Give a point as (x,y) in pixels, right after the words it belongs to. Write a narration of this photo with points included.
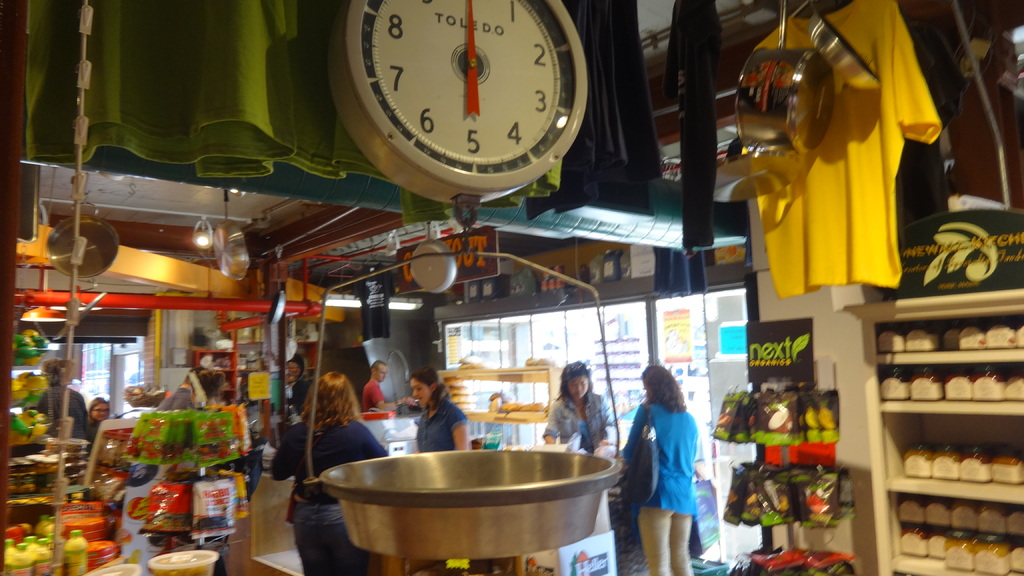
In this image there is a grocery store (855,441), in that there are grocery items (181,526), in the middle (575,284) there is a weighing machine (512,78) and there are people (673,471).
